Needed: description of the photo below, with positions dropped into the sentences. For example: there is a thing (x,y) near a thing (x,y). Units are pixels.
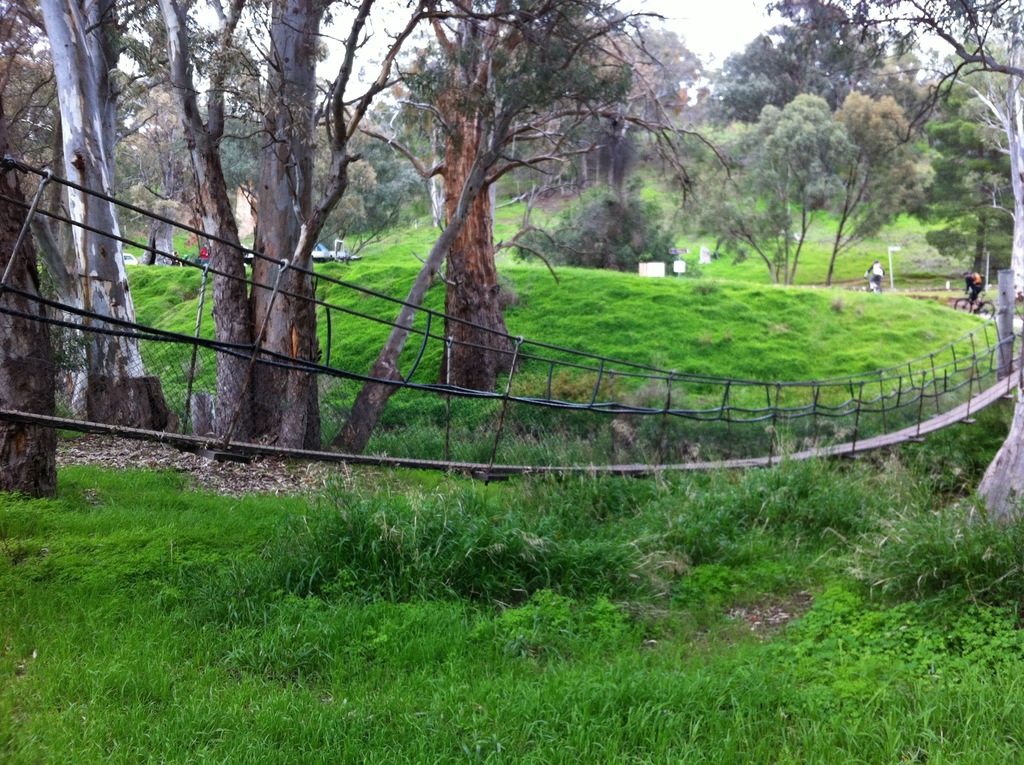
In this image I can see the bridge (769,458). To the side of the bridge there is a grass (686,519) and the ground (690,348). In the back (522,37) I can see few people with bicycles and there are many trees (351,180) and also I can see the white sky (199,13).
